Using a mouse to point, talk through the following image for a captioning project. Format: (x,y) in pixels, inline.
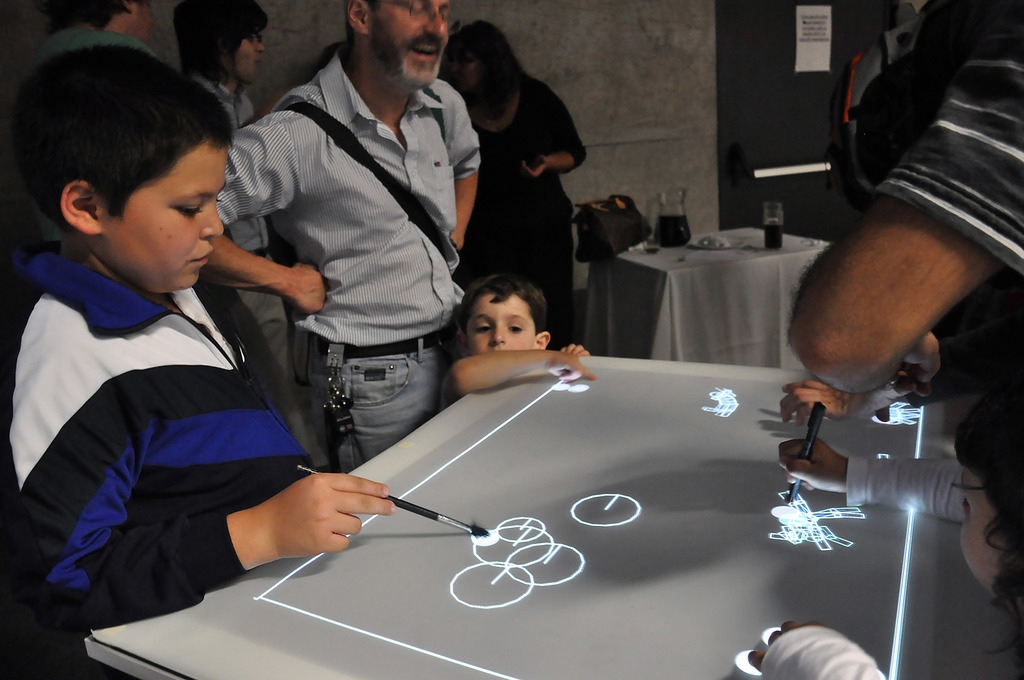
In this image we can see the board (324,589) on which we can see LED lights (452,594) making pictures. Here we can see this child (140,442) is standing and holding a brush (444,520) in his hands (311,535) and this child (781,460) is holding a pen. Also, we can see these people (337,238) standing near the table (443,566). In the background (681,309), we can see a table (622,279) on which we can see jar (672,215) and glasses (779,234) with drink (687,233) and a bag (644,240) on it. Also, we can see the wall (669,118) and the door (788,146) on which we can see a paper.
